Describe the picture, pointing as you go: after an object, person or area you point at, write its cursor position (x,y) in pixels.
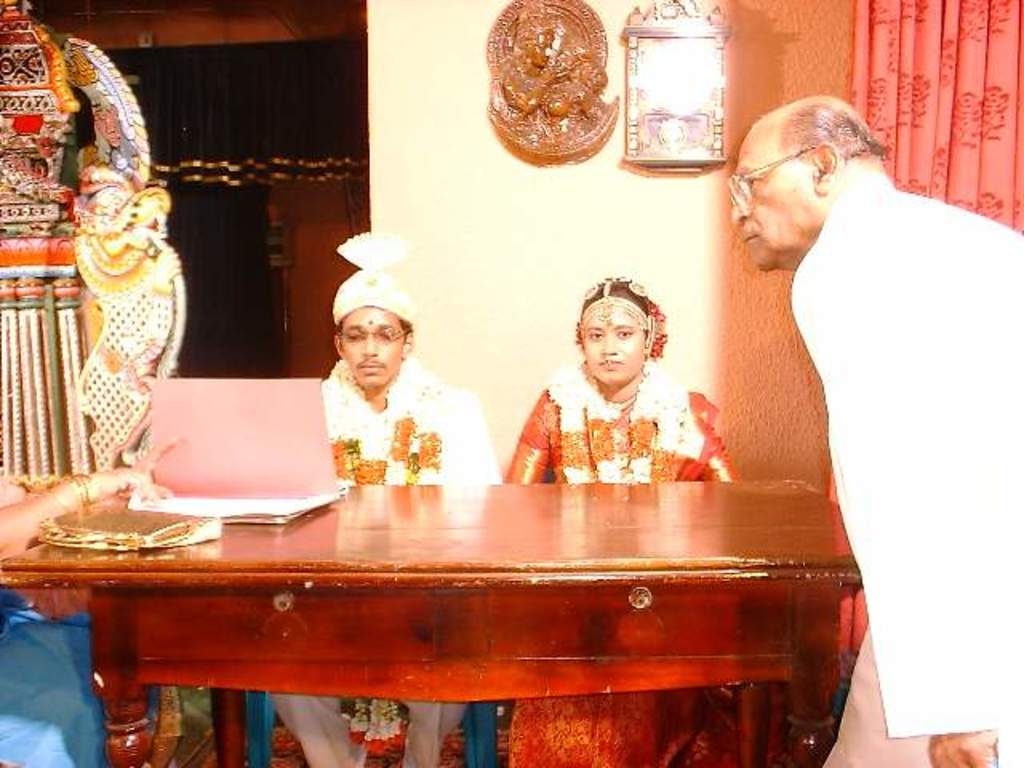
In the picture we can see a man (380,459) and a woman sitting on the chairs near the table (694,515), and one man (917,367) also standing opposite side of the table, in the background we can find a wall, a sculpture photos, a clock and the window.
